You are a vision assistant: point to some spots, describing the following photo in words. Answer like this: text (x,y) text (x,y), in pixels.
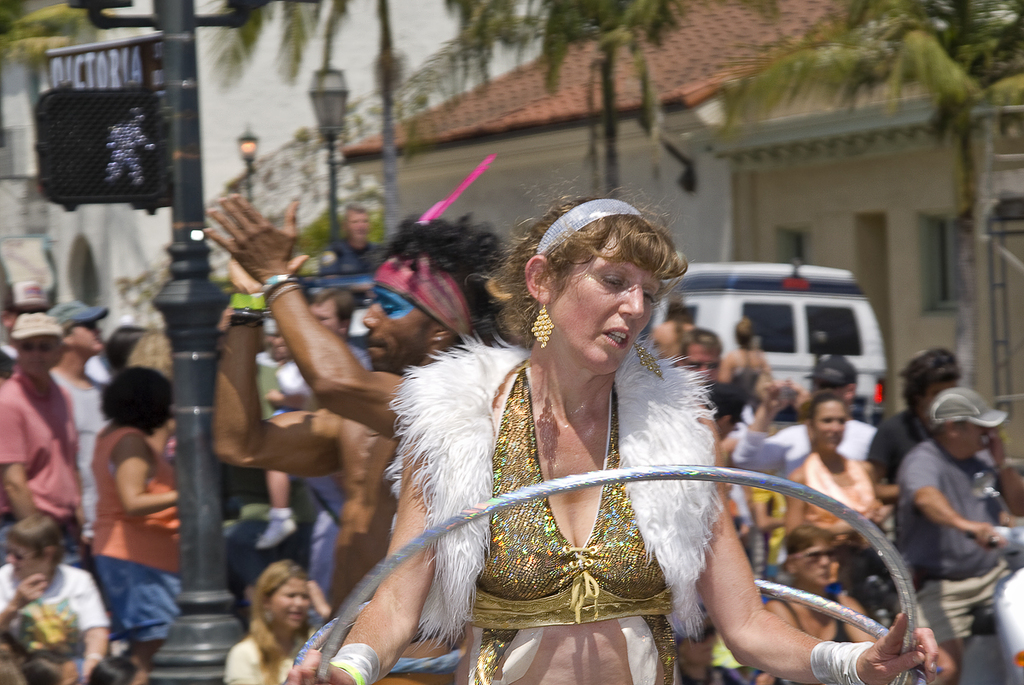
In this picture we can see a woman (315,664) with golden hair (508,298) standing with a hula hoop ring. In the background (361,481) we have many people (365,385) on the street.
